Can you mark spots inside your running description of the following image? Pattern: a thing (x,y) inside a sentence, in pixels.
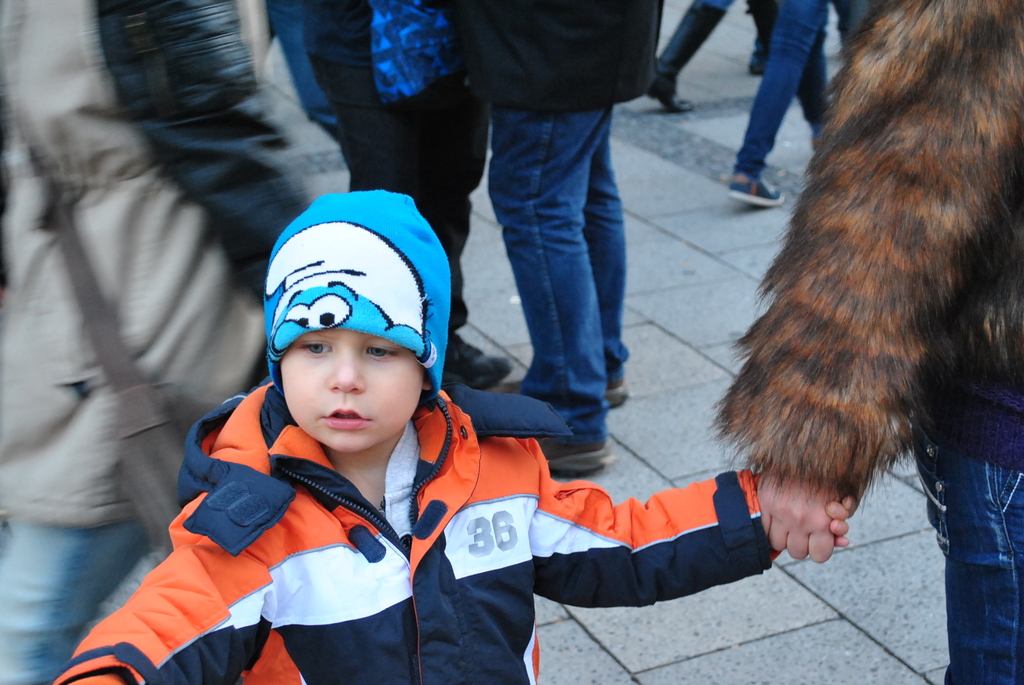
In this image I can see a child (417,513) wearing white, black and orange colored jacket (340,563) is standing and holding another person's hand (827,490). In the background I can see few persons (47,62) standing on the ground (740,216).
